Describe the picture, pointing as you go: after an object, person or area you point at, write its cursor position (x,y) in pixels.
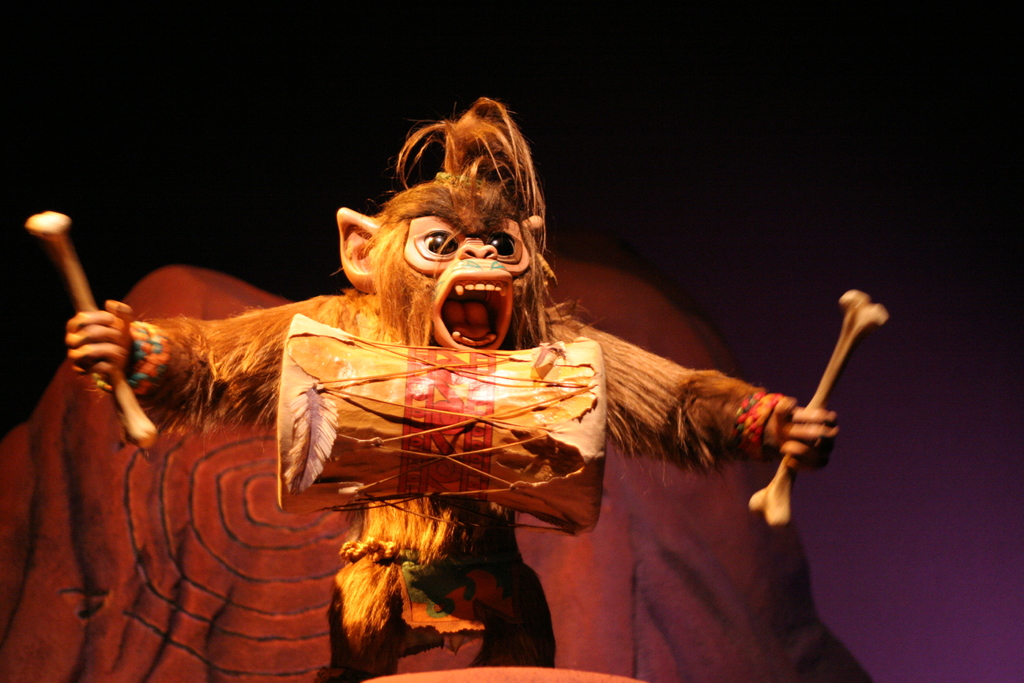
In the middle of the picture (472,386), we see a toy monkey (366,262) playing drums (527,502). Behind that, we see a wall (198,527) in brown color. In the background (757,221), it is black in color.
